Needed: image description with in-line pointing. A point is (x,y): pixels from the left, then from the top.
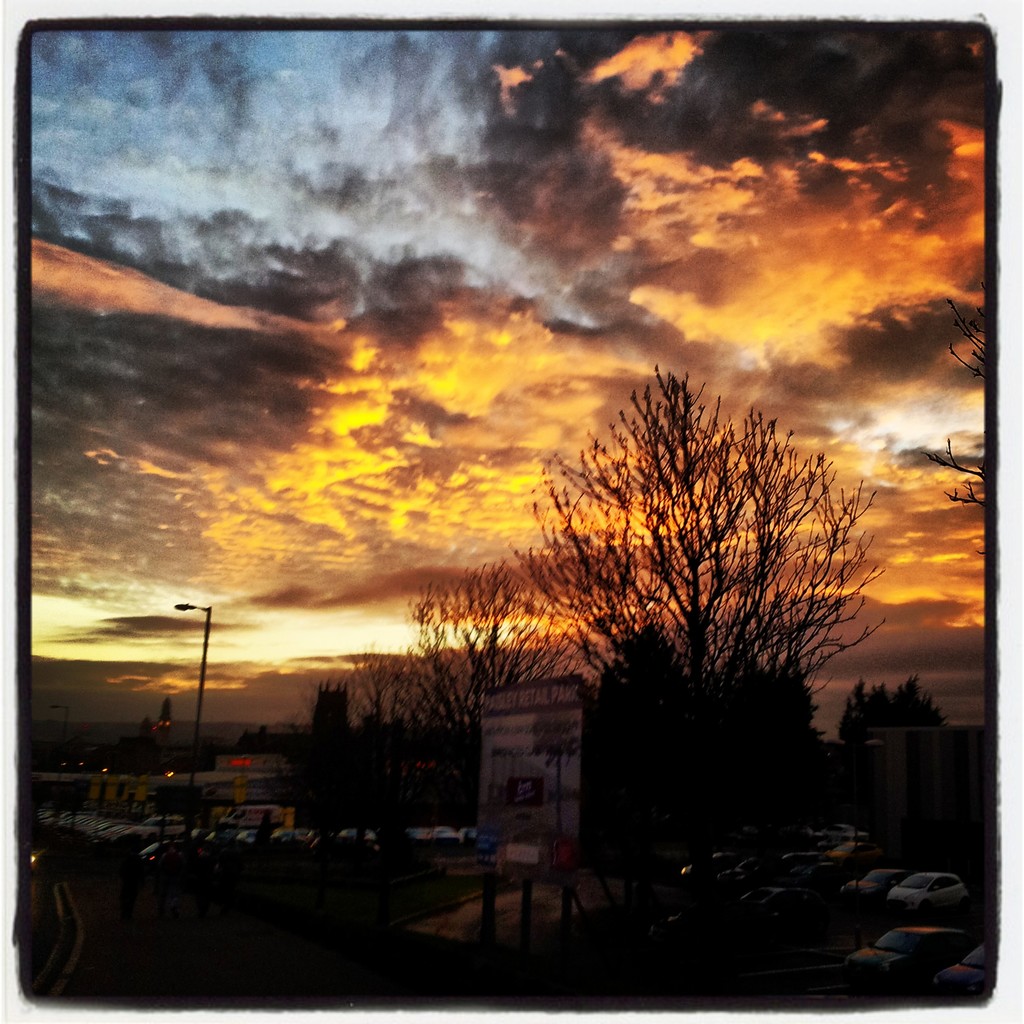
In this picture I can see trees (646,707), buildings (971,813), few cars (964,898) parked and a board (505,787) with some text (524,783). I can see pole light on the left side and the sky (333,77).
